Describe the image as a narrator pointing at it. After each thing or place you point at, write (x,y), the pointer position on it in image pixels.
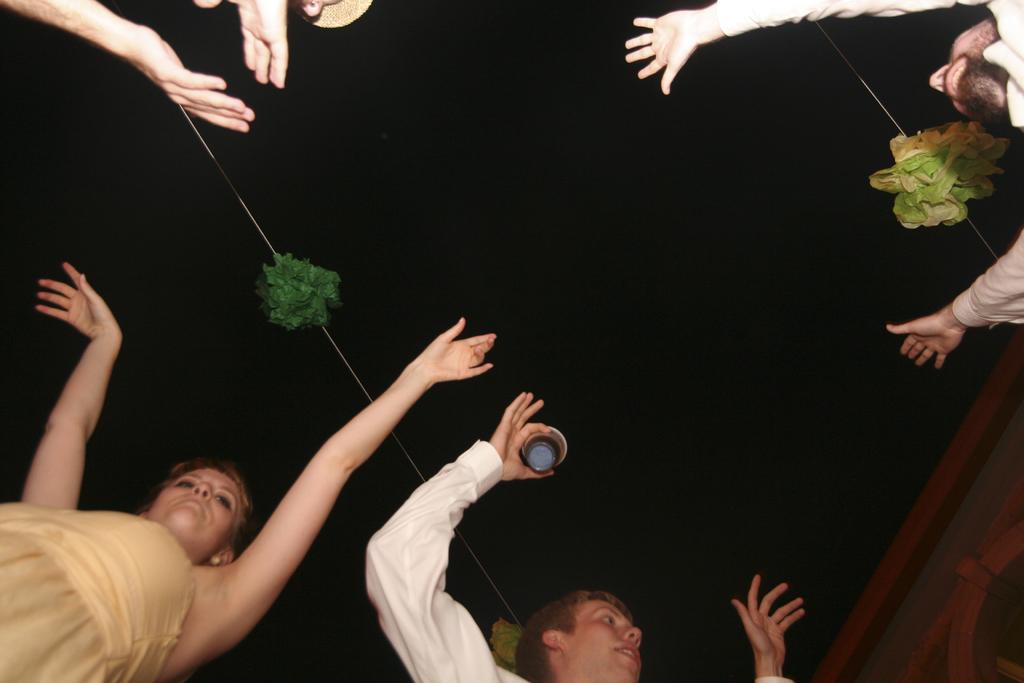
In this picture we can see a few people (124,37). We can see a person (441,655) holding an object (547,449). There are other objects (927,200). We can see the dark view in the background (599,302).
